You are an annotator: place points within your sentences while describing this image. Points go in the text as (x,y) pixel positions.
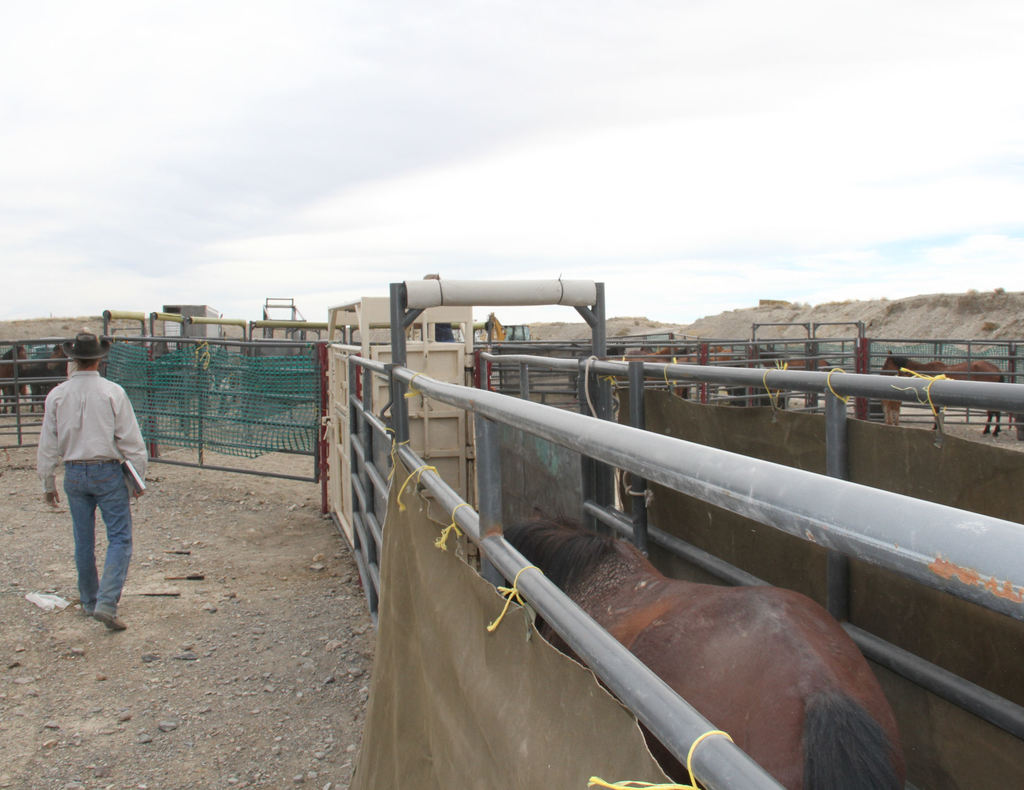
In this image we can see fences (526,590), curtains (527,713) tied with thread (515,577) to the poles (472,413), horses (891,424) are standing on the ground (140,527), On the left side (98,407) a person (87,430) is walking on the ground (98,523) by holding a book (132,464) in the hand (139,496). In the background (315,268) there are metal objects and clouds (464,162) in the sky (312,118).
